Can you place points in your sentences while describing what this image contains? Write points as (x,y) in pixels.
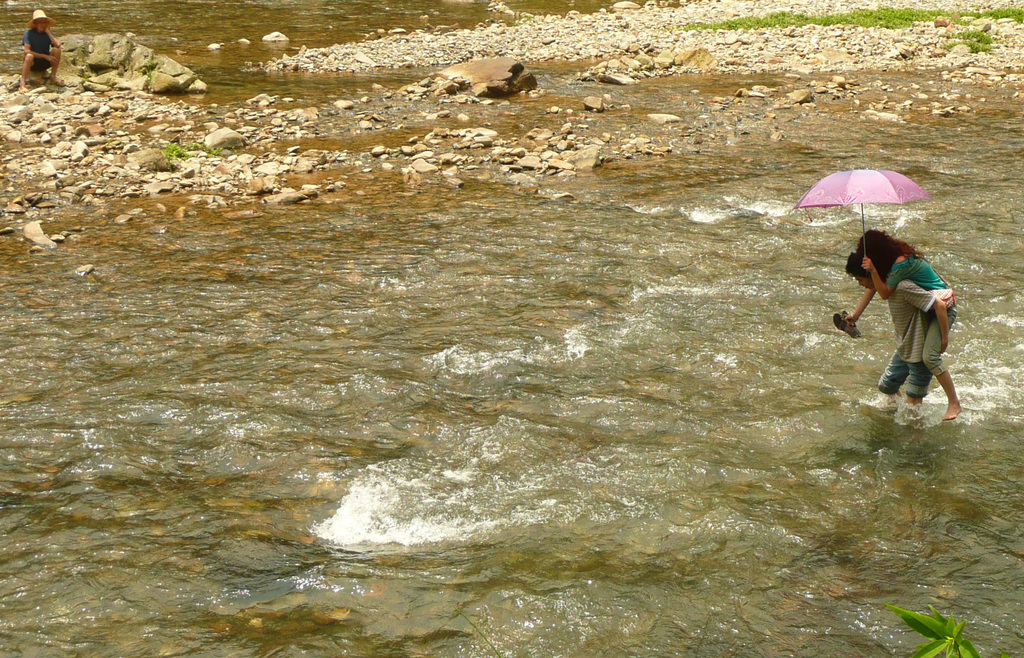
In this picture there are people (890,272), among them there is a woman (896,242) holding an umbrella (863,220). We can see water (328,310), leaves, rocks (123,52) and grass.
